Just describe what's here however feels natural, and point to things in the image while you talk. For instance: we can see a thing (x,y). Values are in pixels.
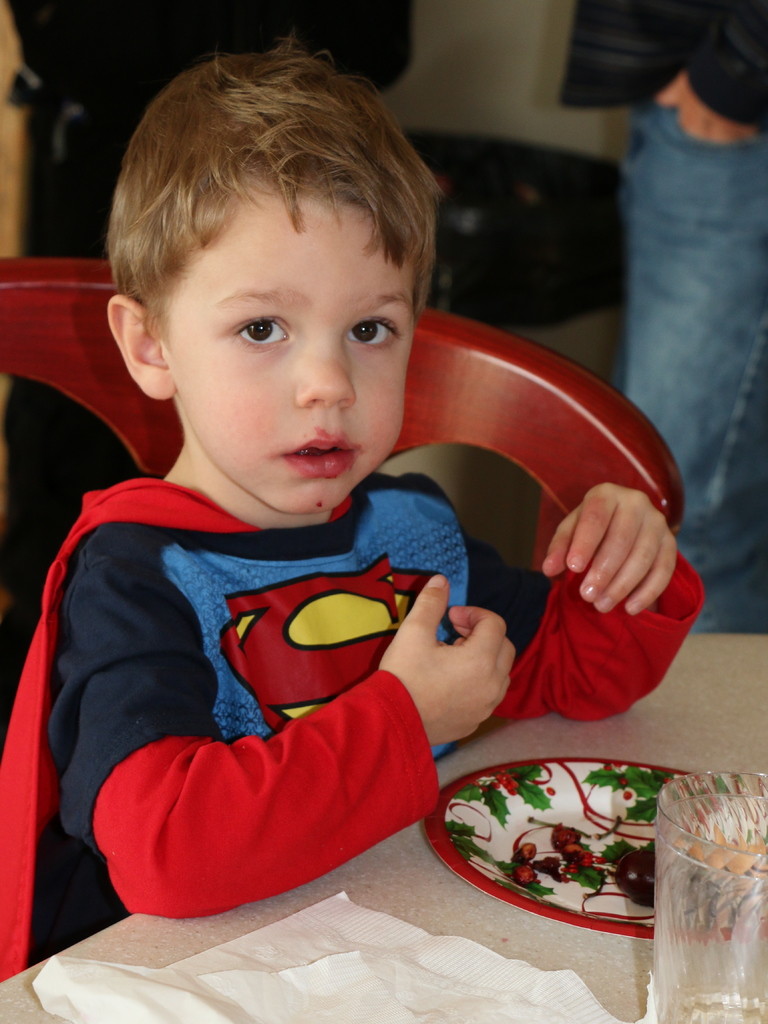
In this image we can see a boy (350,552) wearing a costume (259,608) and sitting, before him there is a table (751,669) and we can see a plate (509,867), tissue (405,968) and a glass (707,937) placed on the table (672,757). In the background (744,149) there are people (578,88).
